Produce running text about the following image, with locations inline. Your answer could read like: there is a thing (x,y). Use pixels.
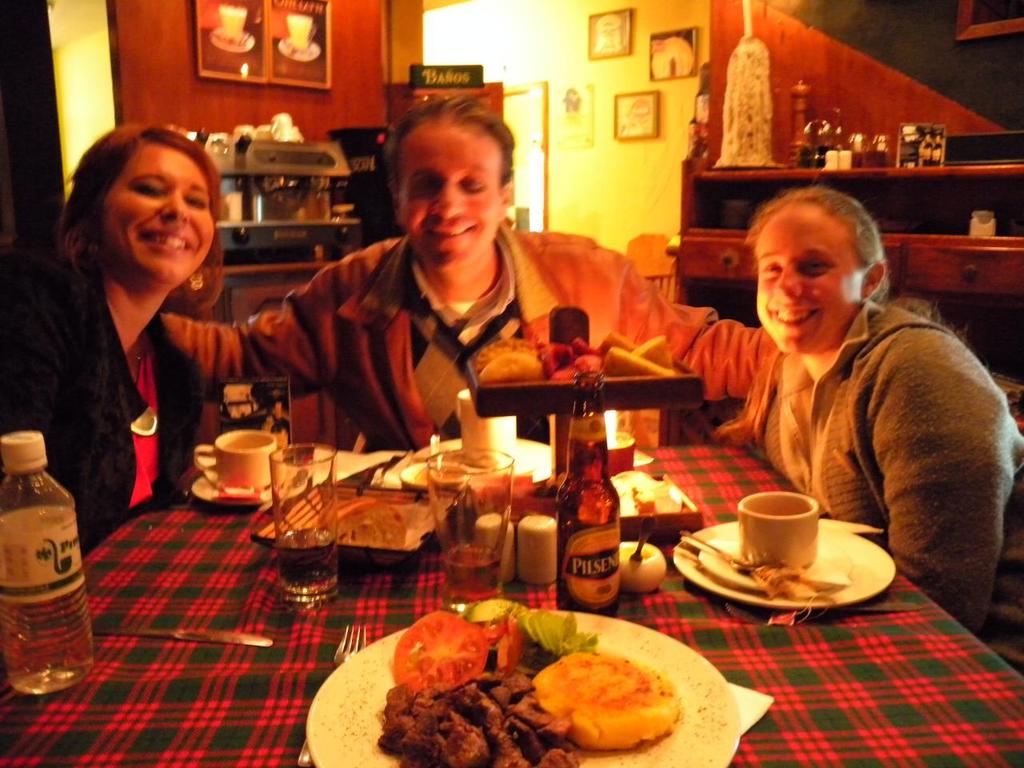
In this image there are three persons (521,327) sitting around the table (200,556) and they are smiling, there is a man (473,289) sitting between two women (150,344). There are plates (348,689), glasses (289,494), bottles (76,588), cups (241,461) on the table (200,624). At the back (285,178) there is machine (285,162) and photo frames (600,19) on the wall (607,175).
